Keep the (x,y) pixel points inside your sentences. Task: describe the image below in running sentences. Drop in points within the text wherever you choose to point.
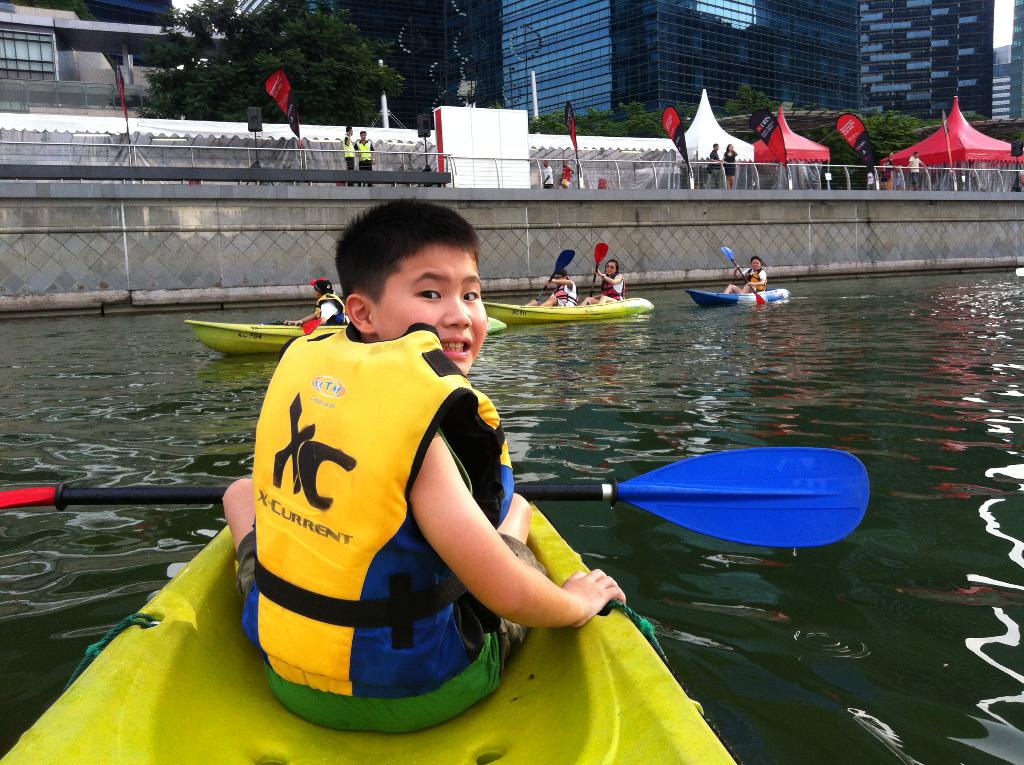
In this image I can see a child (419,429) is sitting on a boat (414,764) and a paddle (164,489). I can see few boats (610,305) on the surface of the water (611,334) and few persons (554,299) in them. In the background (791,148) I can see few tents (765,159) which are red and white in color, few trees (310,109) which are green in color, few persons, few buildings (87,38) and the sky (190,7).
